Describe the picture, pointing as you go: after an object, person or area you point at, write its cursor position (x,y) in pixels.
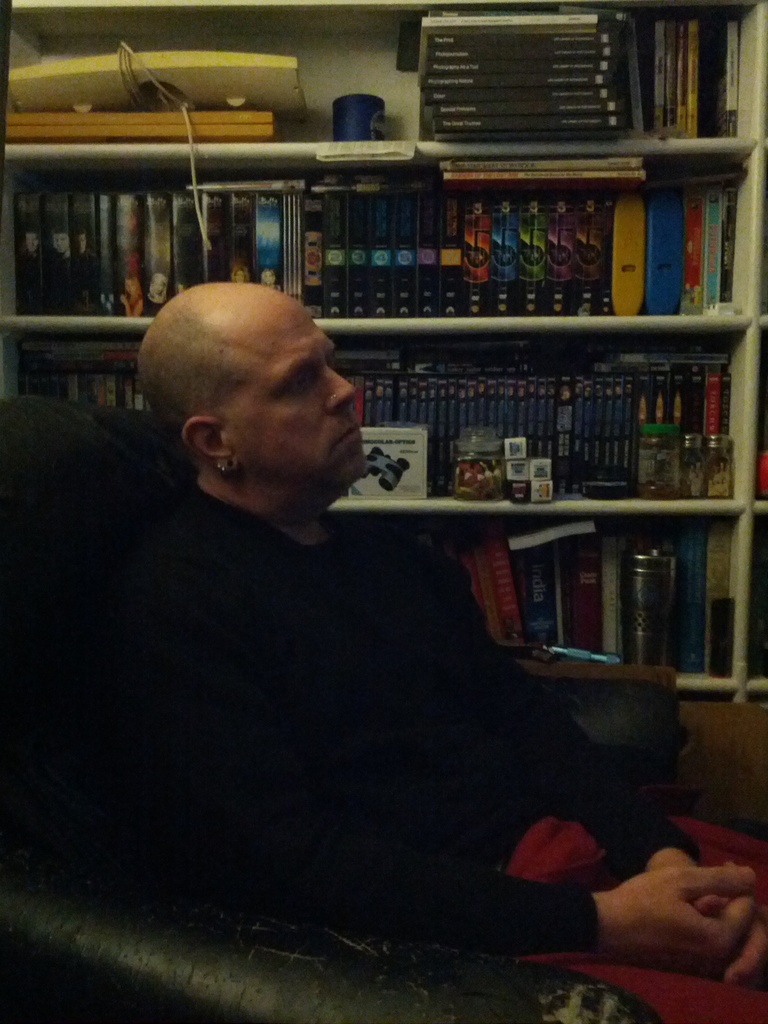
In the image we can see a man (310,761) sitting on the sofa (350,989) and he is wearing clothes (186,611). Here we can see many books (582,183) kept on the shelves (550,510) and we can even see there are glass jars (678,476).
